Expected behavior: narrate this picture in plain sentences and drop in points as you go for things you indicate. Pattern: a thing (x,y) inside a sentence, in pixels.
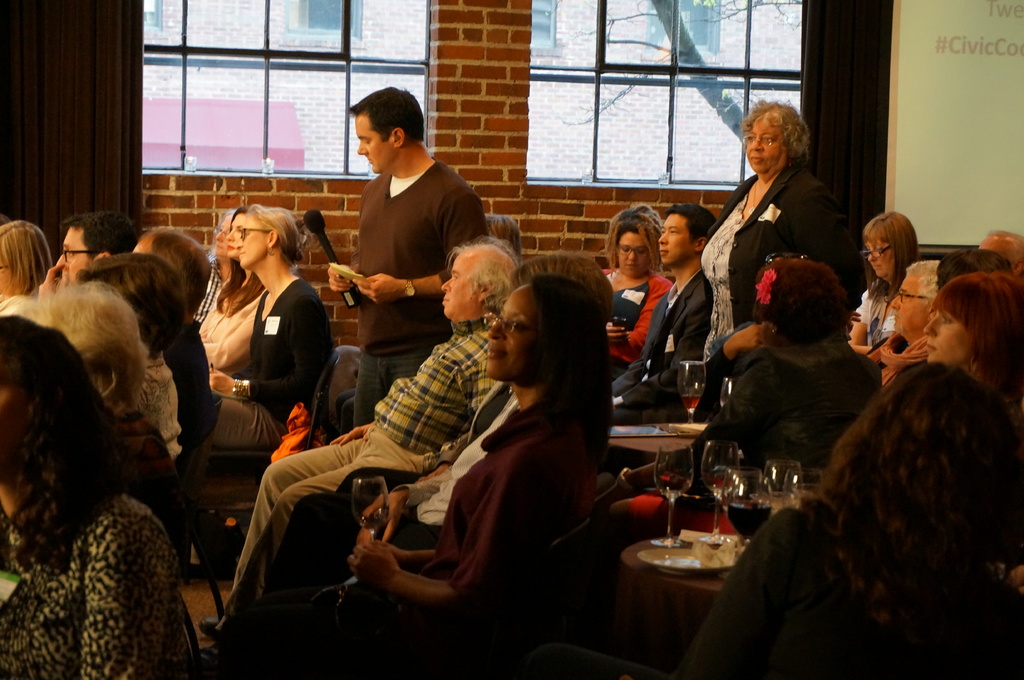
In this image we can see men (690,324) and women (825,455) are sitting on chairs (544,588). In the middle of the image (387,255) one man (387,233) is standing, who is wearing brown color t-shirt (413,245) and holding mic (329,245) in his hand (362,280). Background of the image (586,204) brick wall (474,73) and windows (415,54) are there.
